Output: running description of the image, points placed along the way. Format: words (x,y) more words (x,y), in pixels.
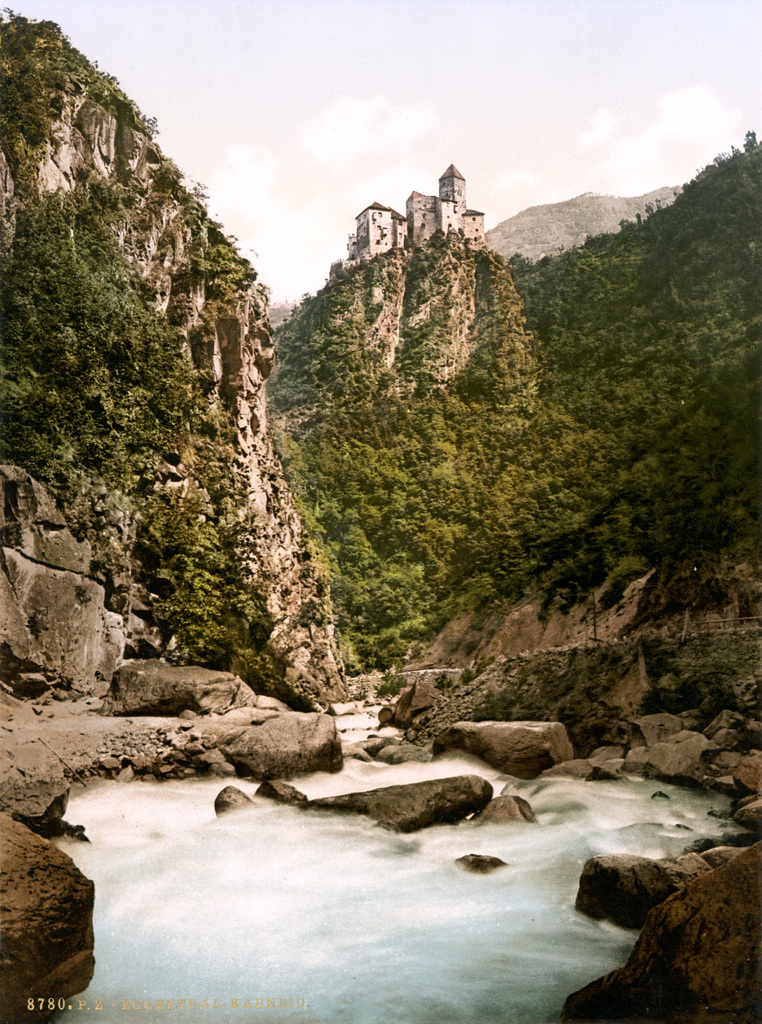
In this image there are water (418,776), trees (646,494), hills (406,322), building (430,222) and the sky (551,107).
